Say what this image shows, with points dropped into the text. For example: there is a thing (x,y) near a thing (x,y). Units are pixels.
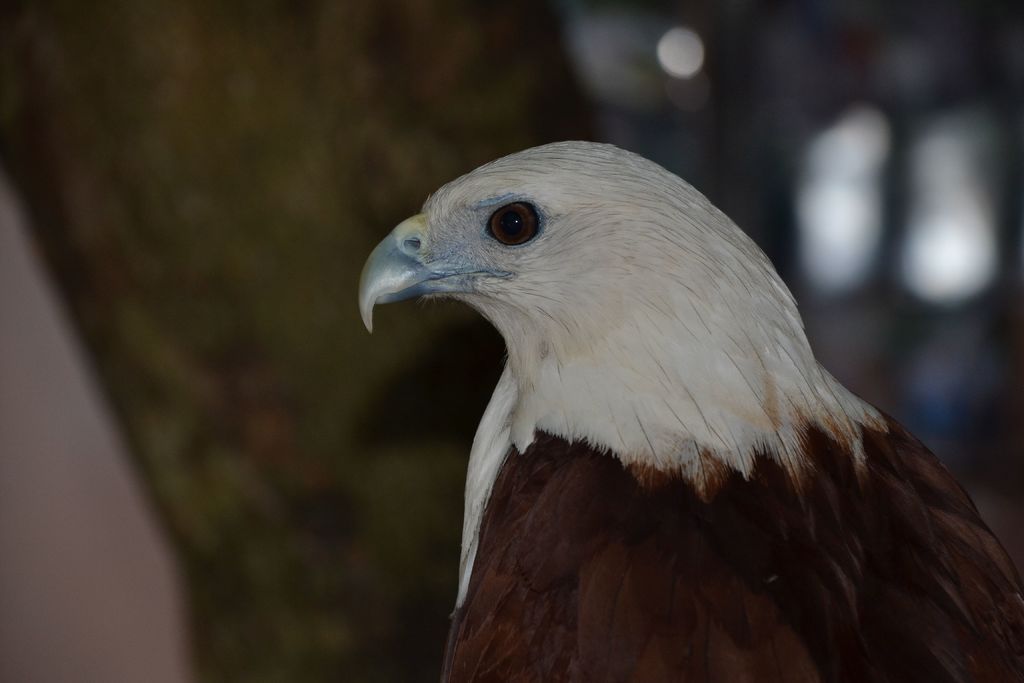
In the center of the image (500,400), we can see a bird (546,297) and in the background (353,155), there is a tree (231,122).
